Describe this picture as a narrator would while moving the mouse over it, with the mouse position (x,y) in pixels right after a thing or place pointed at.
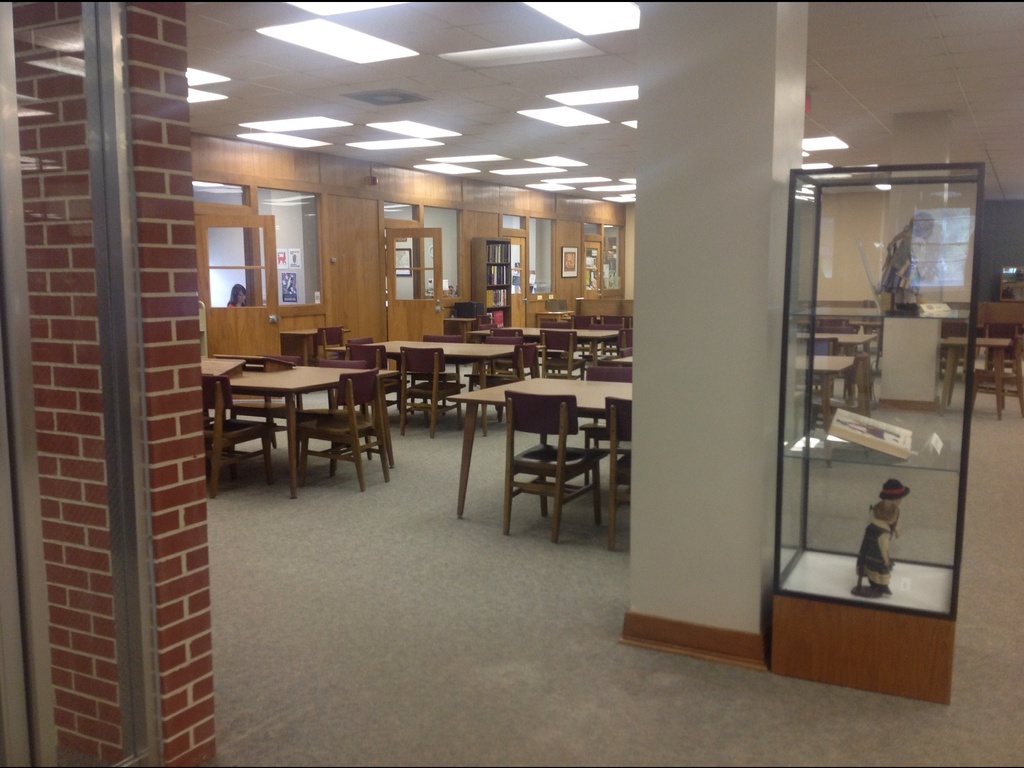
This picture is clicked inside the room (558,518). On the right (933,510) we can see a glass cabinet (909,552) containing some objects (866,540). On the left (87,342) we can see the pillar (181,441). In the center (529,404) we can see the tables (583,390), chairs (571,400) and many other objects (477,289). At the top (448,101) there is a roof (416,106) and the ceiling lights (527,114). On the left (251,304) we can see a person (241,296) and the wooden doors (254,259) and the picture frames (575,258) hanging on the wall (553,262) and we can see many other objects (1018,281).
